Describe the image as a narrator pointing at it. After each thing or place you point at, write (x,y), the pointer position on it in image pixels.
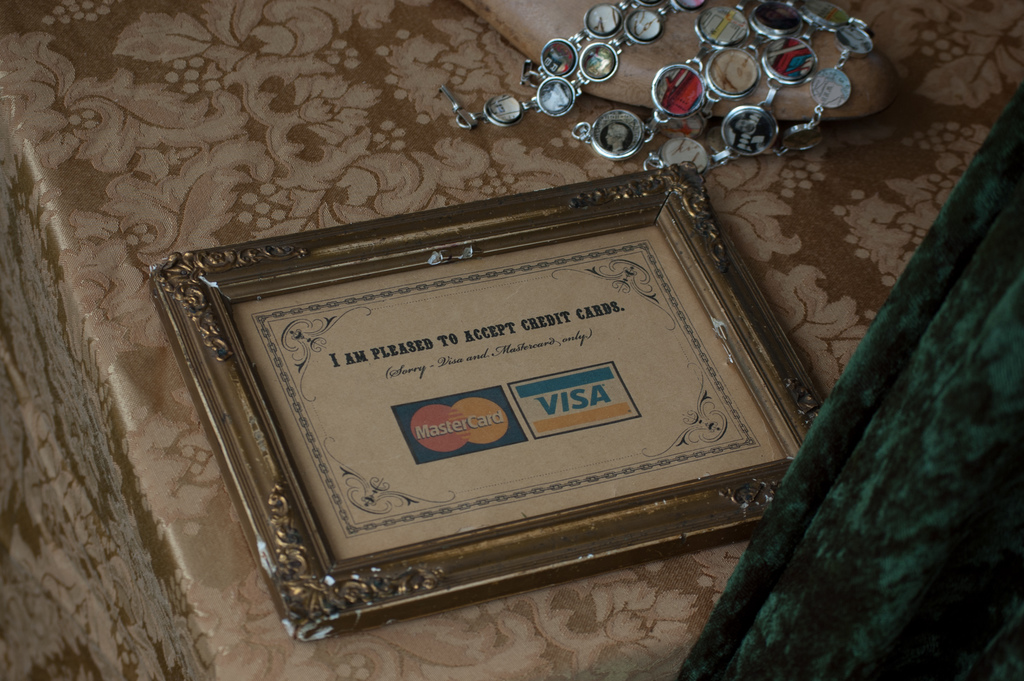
We can see frame (655,283), ornament (661,153) and footwear (880,84) on the platform (976,48). On the right side of the image (872,438) we can see green object (778,630).
